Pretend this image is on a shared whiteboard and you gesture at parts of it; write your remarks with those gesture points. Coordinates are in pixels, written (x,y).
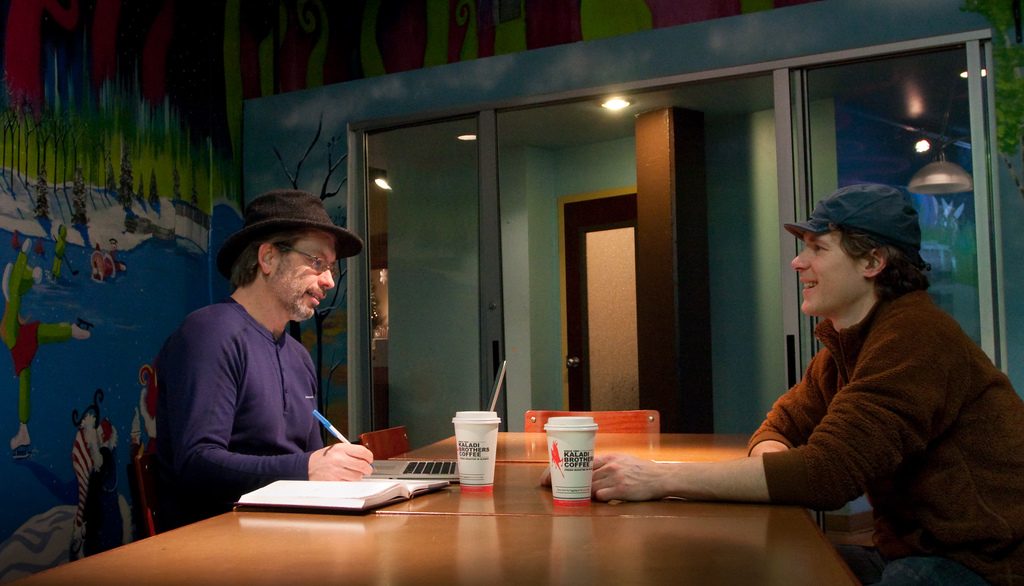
To the left side (272,396) there is a man (272,396) with violet color t-shirt (251,385) is sitting and on his head (293,240) there is a hat (309,224). He writing something in the book (385,490). In front of him there is another man (863,357) with brown shirt (953,433) and a cap (830,232) on his head (840,231). He is smiling. In between them there is a table (608,528) with laptop (429,462), cups (484,457) and book (373,484) with a pen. To the left side (100,230) there is a wall (143,205) with painting (111,286). In the middle (593,298) there is a door (614,304) with glass (461,253). On the top (608,110) there is a light (619,103).
